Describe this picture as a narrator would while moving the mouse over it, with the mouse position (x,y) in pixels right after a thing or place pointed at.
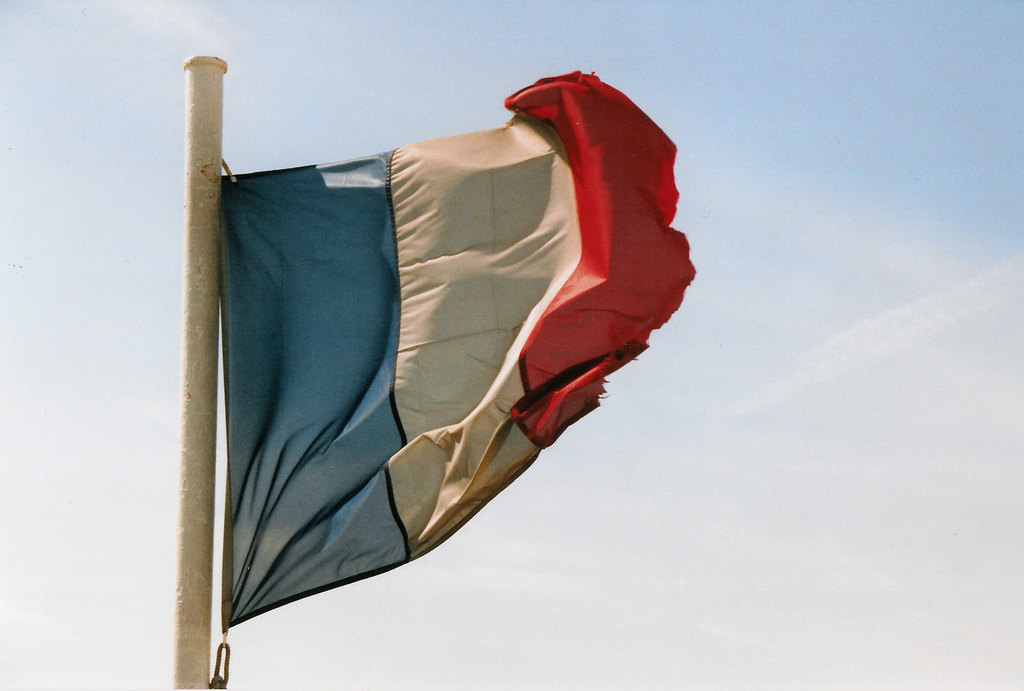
In this image on the left side (227,383) I can see a flag (350,435). In the background (685,399), I can see the sky (800,279).
